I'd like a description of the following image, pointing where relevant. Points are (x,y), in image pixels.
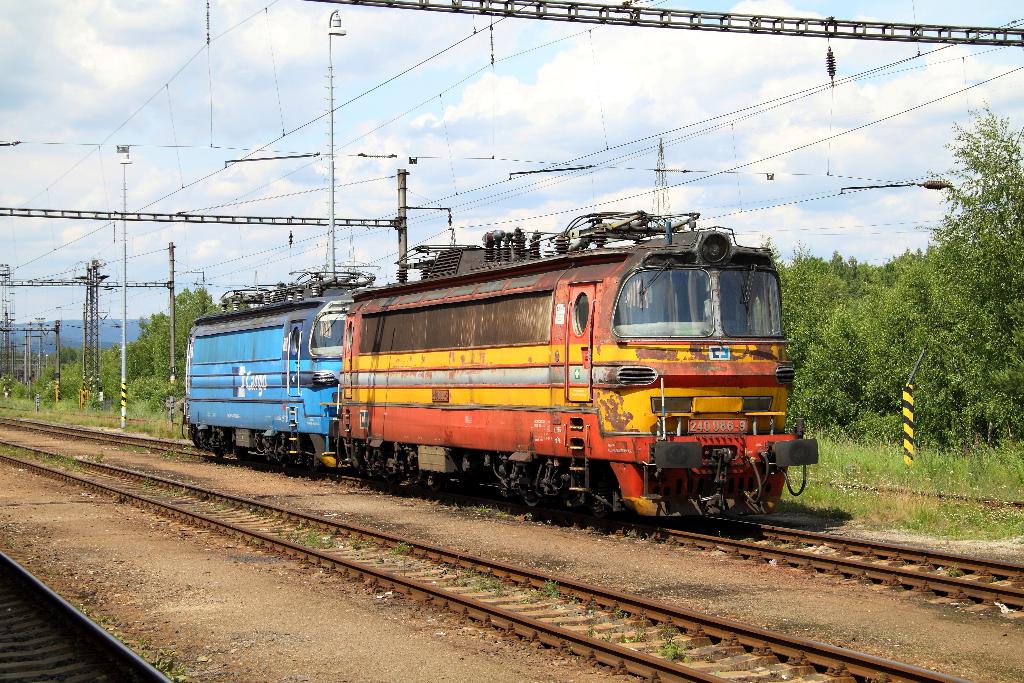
In this image there is a train engine (512,424) on one of the tracks (343,520), there are few electric poles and cables (455,195), there are few trees (791,428), plants (915,448) and some clouds (524,136) in the sky (348,187).
